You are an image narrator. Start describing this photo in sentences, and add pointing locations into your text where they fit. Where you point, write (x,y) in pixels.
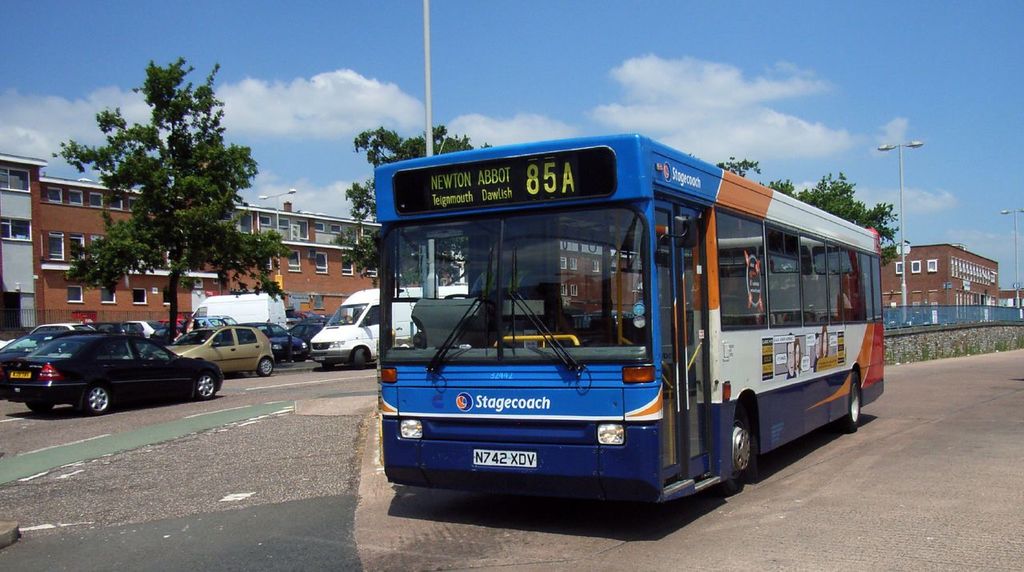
In the image we can see there are cars (372,337) parked on the road (362,526) and there is a bus (845,421) parked on the road (897,453). Behind there are buildings (52,245) and there are trees (887,249). There is a cloudy sky (486,62).
